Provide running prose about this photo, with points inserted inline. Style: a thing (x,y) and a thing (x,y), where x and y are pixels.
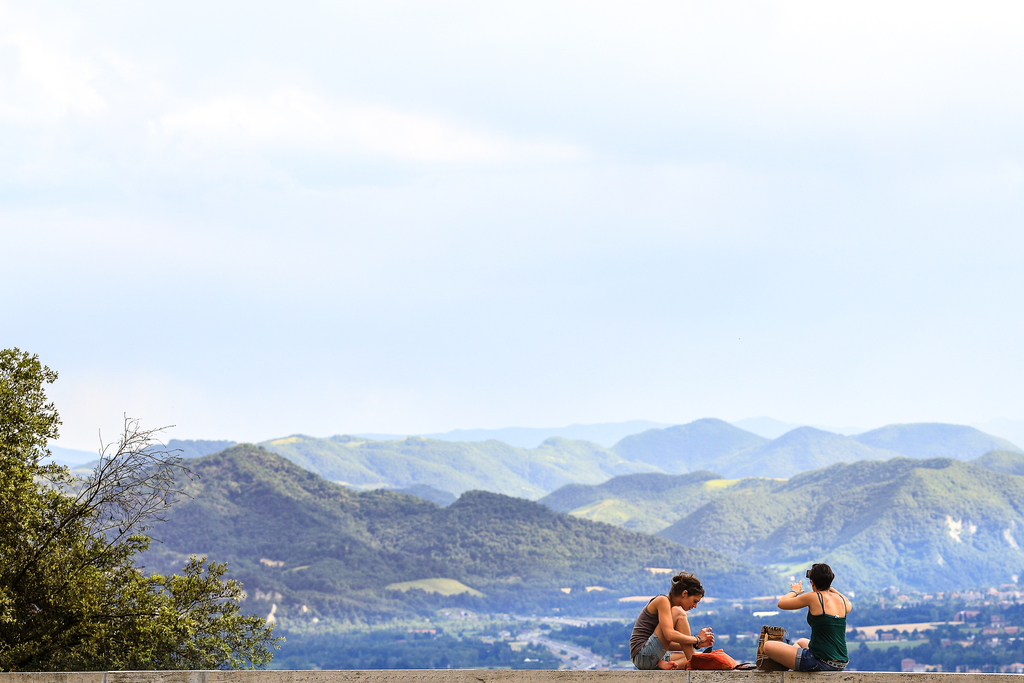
In this image I can see two women (637,641) are sitting on the right side of the image (841,668). I can also see few things (725,657) near them and on the left side of the image (5,402) I can see a tree (30,514). In the background (939,515) I can see number of trees (881,619), few buildings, mountains (975,550), clouds (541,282) and the sky (434,299).
